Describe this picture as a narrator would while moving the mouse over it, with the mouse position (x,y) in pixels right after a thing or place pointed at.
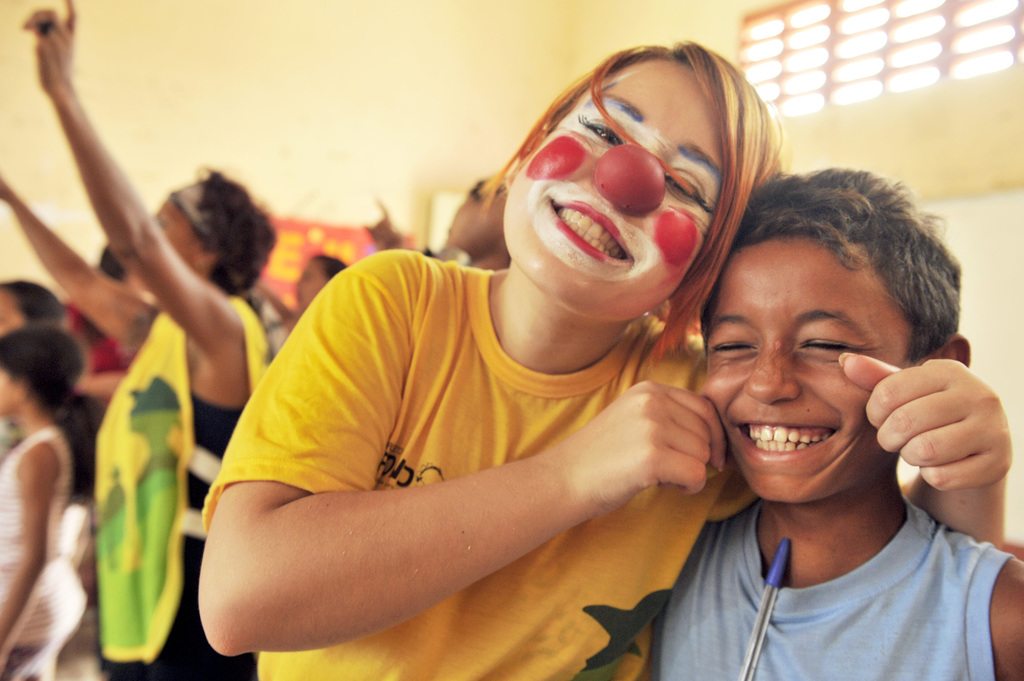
In this picture there is a clown (434,318) and a boy (912,607) in the center of the image (349,441) and there are other people (80,298) in the background area of the image (75,283), there is a window (786,14) at the top side of the image (860,60).
